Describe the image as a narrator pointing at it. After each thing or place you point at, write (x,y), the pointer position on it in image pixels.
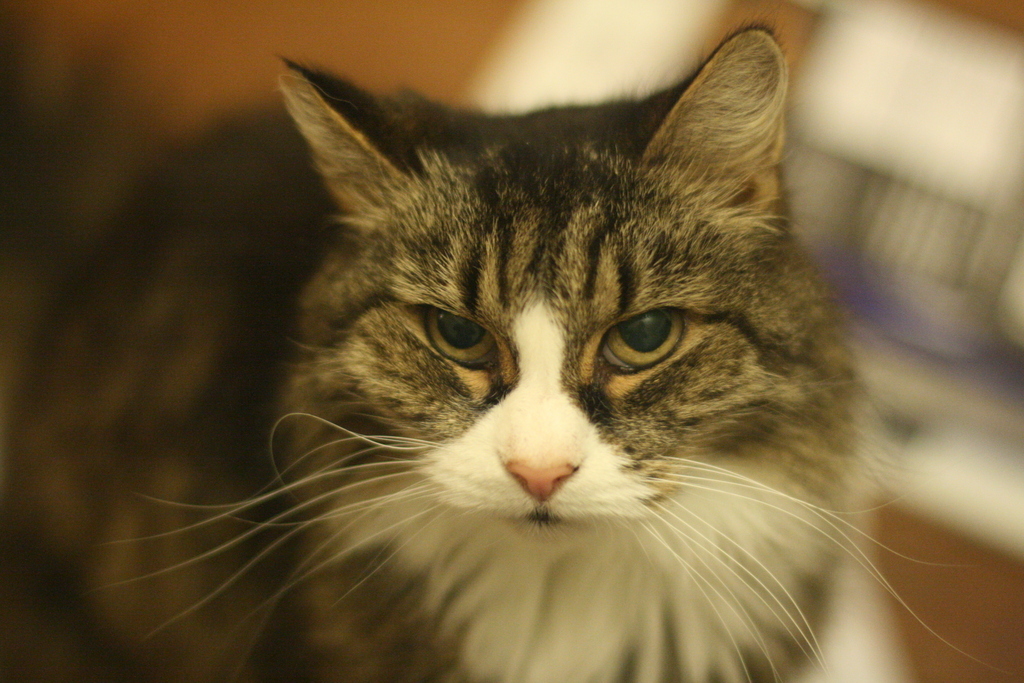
In this image I can see a black and white color cat (529,390).
